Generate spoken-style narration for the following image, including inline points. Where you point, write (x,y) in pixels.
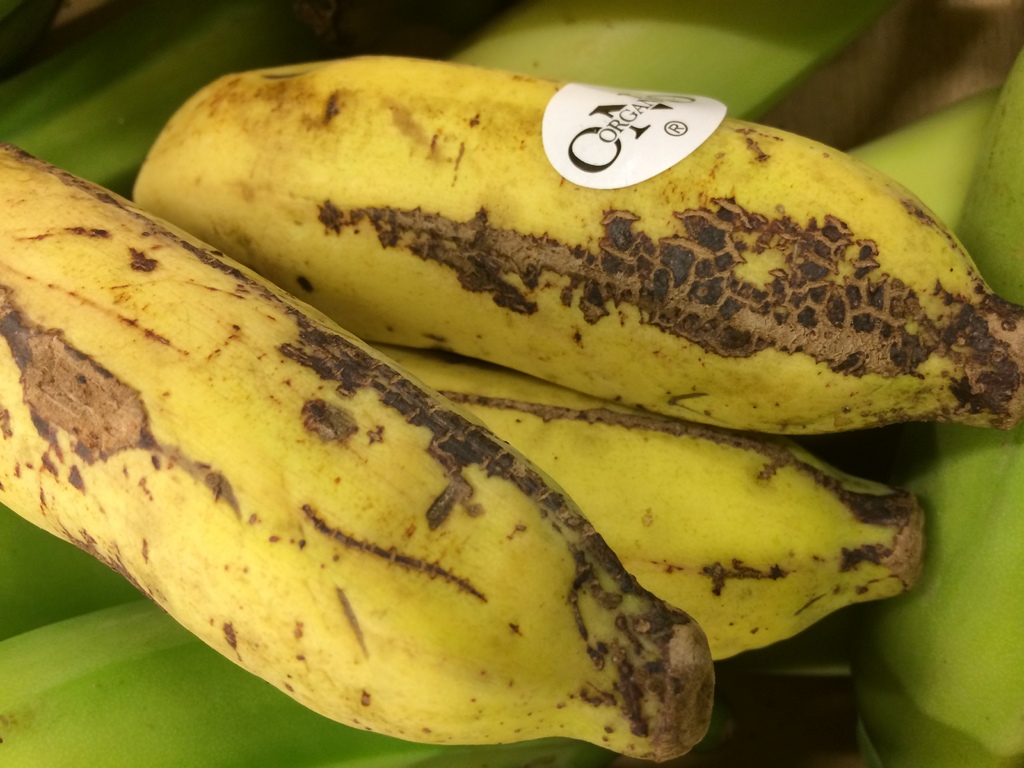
In this image we can see some bananas (526,255), also we can see a sticker (653,141) on one banana (641,124) with text (621,133) on it.
